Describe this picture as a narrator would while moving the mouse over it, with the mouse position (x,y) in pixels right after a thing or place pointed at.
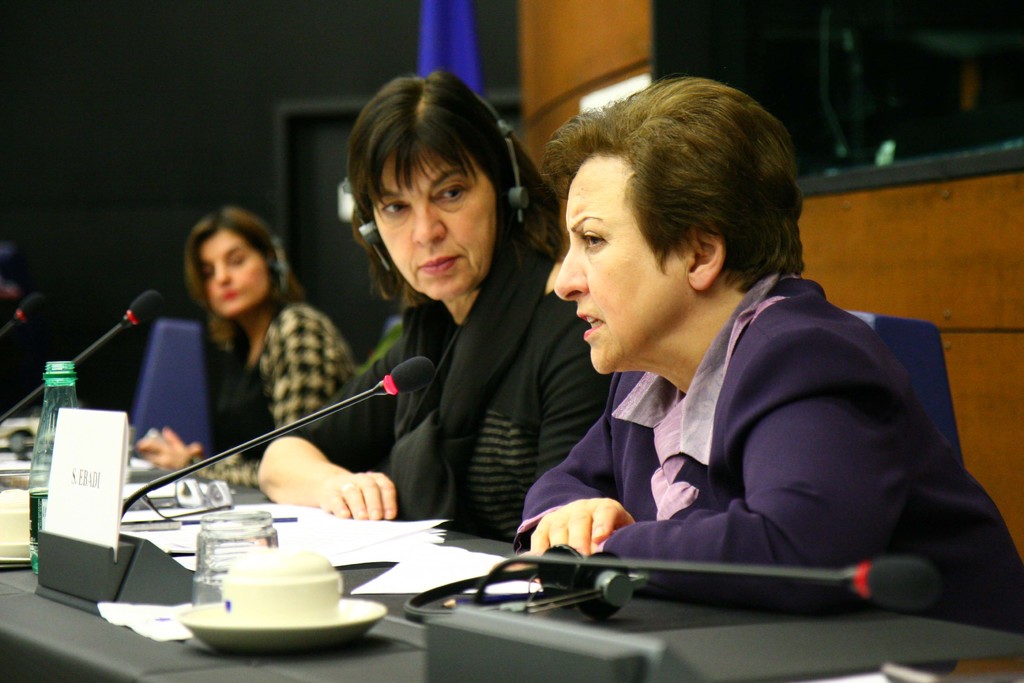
In this picture we can see group of people (310,349), they are all seated, in front of them we can see few microphones (132,501), papers (420,561), bottle (35,467), spectacles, glass (231,517), headphones (550,595) and other things (112,498) on the table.
